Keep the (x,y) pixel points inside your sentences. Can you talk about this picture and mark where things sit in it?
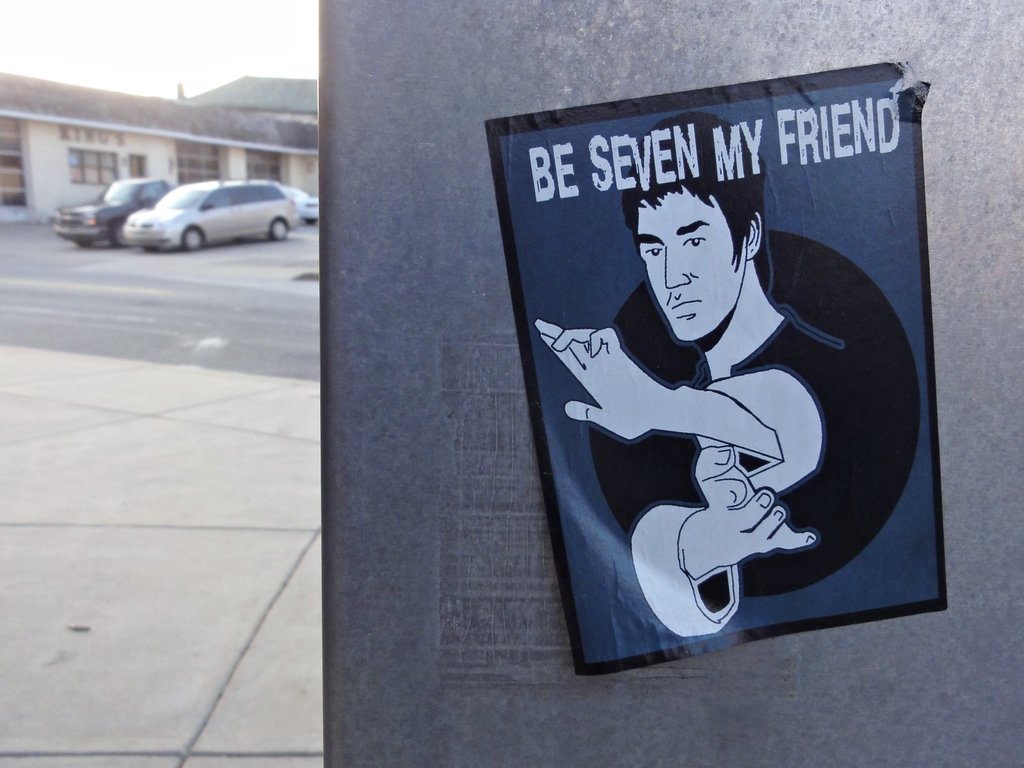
In the center of the image (621,396) there is a poster (901,308) on the wall (475,318). In the background (3,16) we can see cars (140,218), buildings (117,159) and sky (120,44).
